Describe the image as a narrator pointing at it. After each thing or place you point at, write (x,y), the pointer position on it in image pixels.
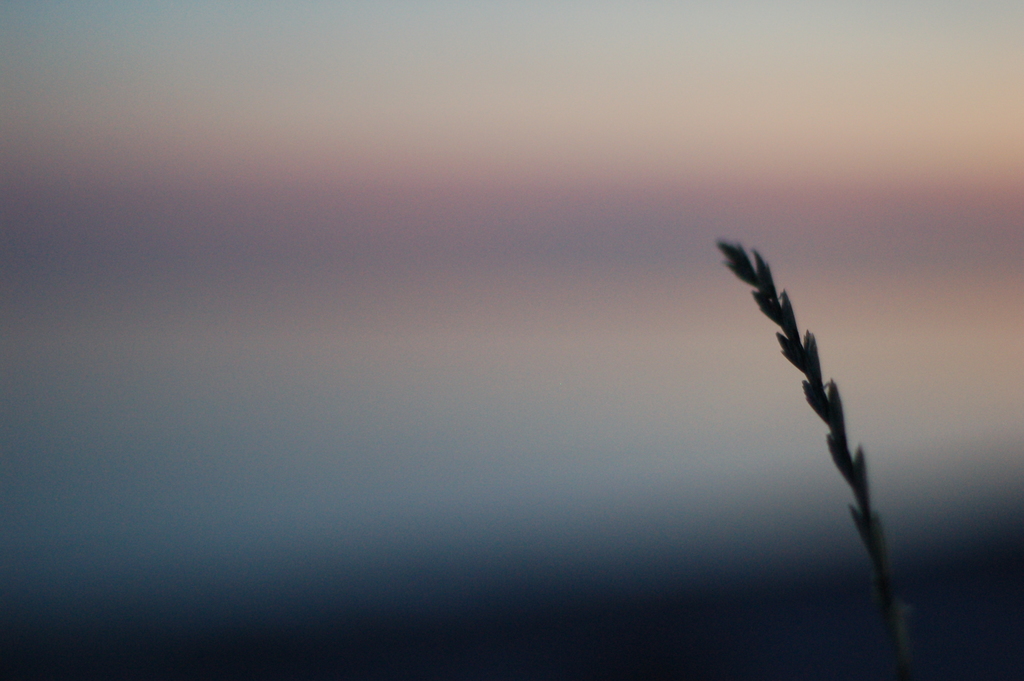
In the image we can see there is a plant (848,449).
